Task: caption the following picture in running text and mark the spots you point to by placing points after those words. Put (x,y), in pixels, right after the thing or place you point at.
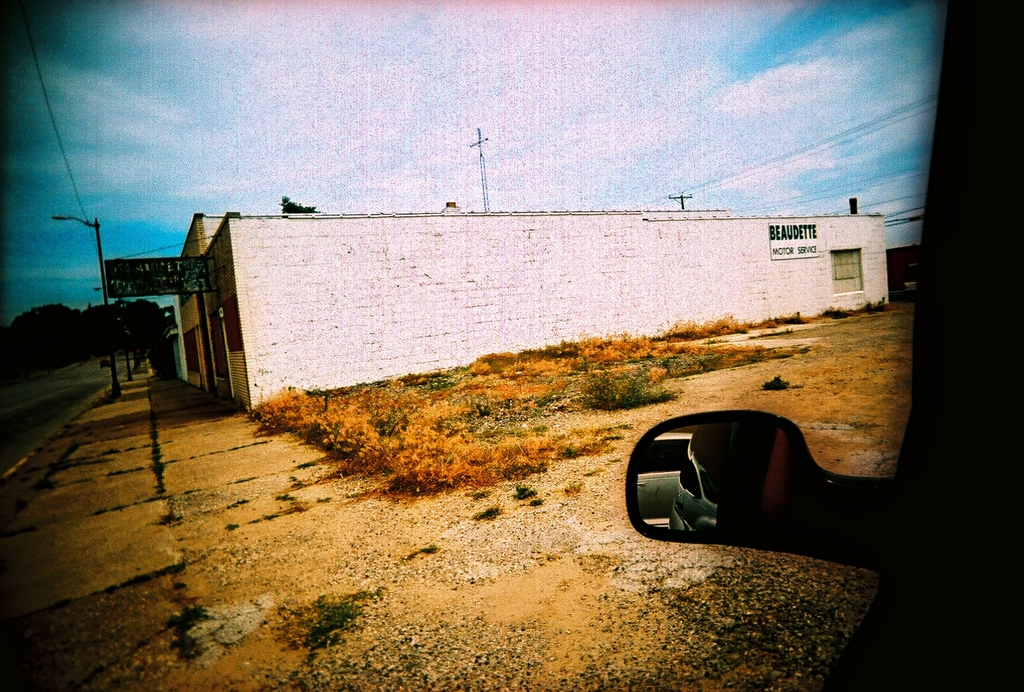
At the center of the image (432,302) there is a building (365,309), beside the building (330,298) there are plants (558,348). On the left side of the image (47,387) there is a road (66,372) and trees (69,336). On the right side (732,488) there is a mirror (808,483) of a vehicle (838,507). In the background (596,138) there is a sky (727,132).
